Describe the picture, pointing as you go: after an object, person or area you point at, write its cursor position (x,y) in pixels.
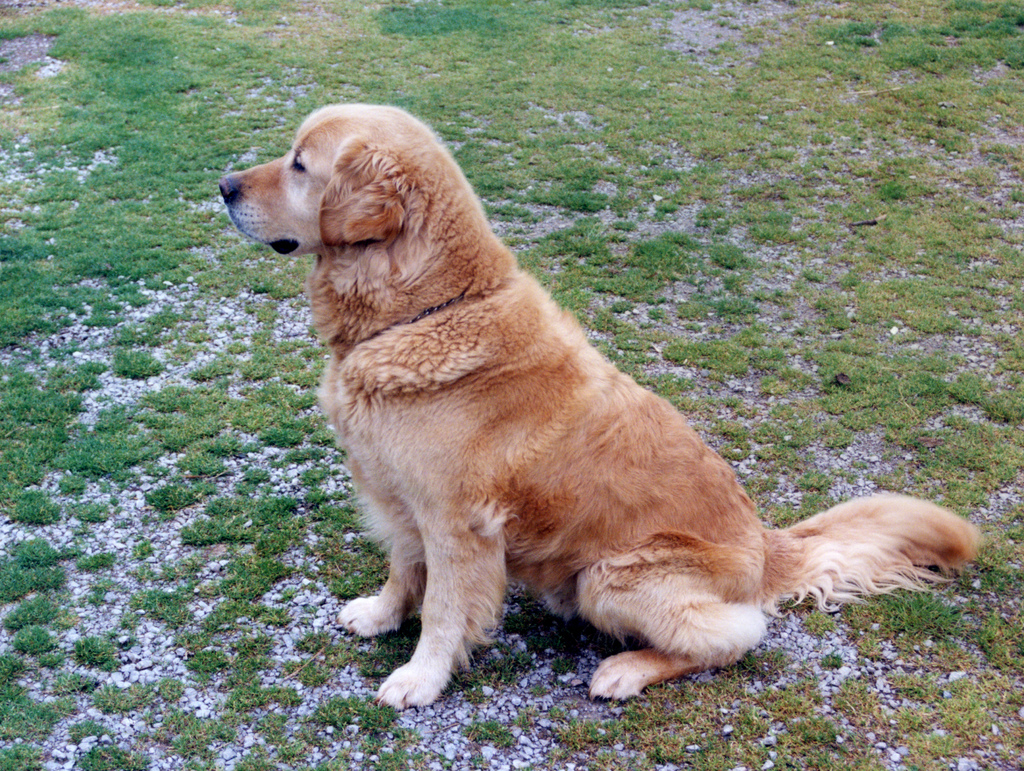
This image consists of a dog (645,492) in the middle (466,415). It is in brown color.
